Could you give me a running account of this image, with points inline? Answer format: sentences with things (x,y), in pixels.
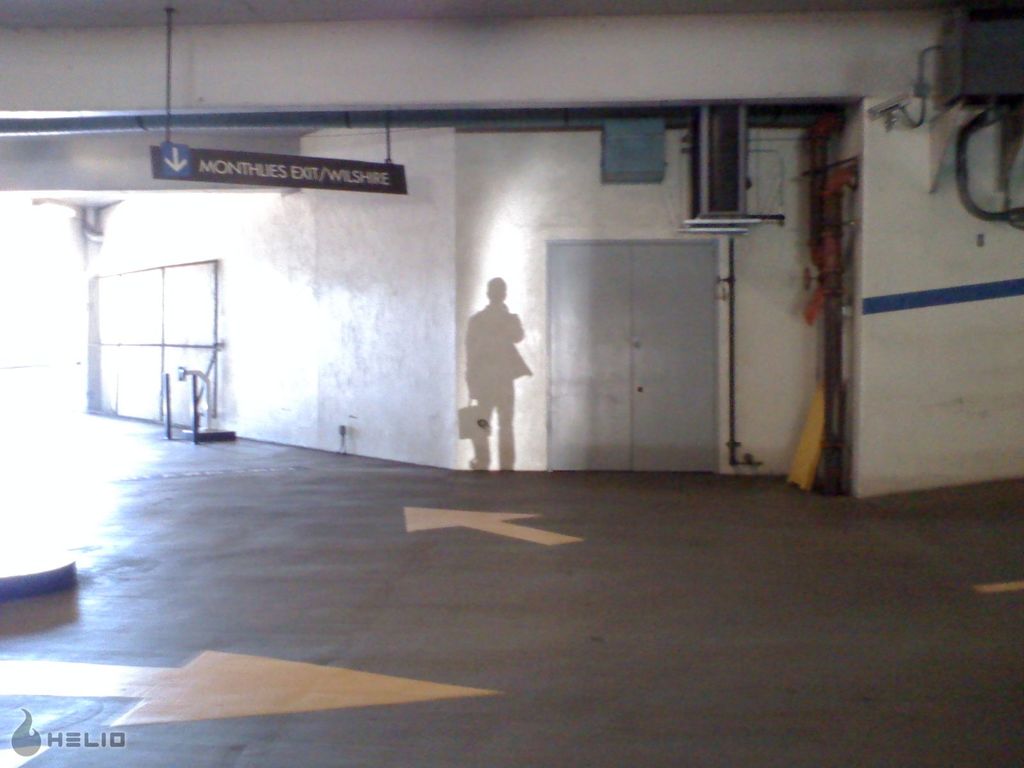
In the picture I can see doors (676,333), wall (346,424), a board (217,155) on which something written on it and some other objects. This is an inside view of a building (612,471). On the bottom left side of the image (76,741) I can see a watermark (59,741).
